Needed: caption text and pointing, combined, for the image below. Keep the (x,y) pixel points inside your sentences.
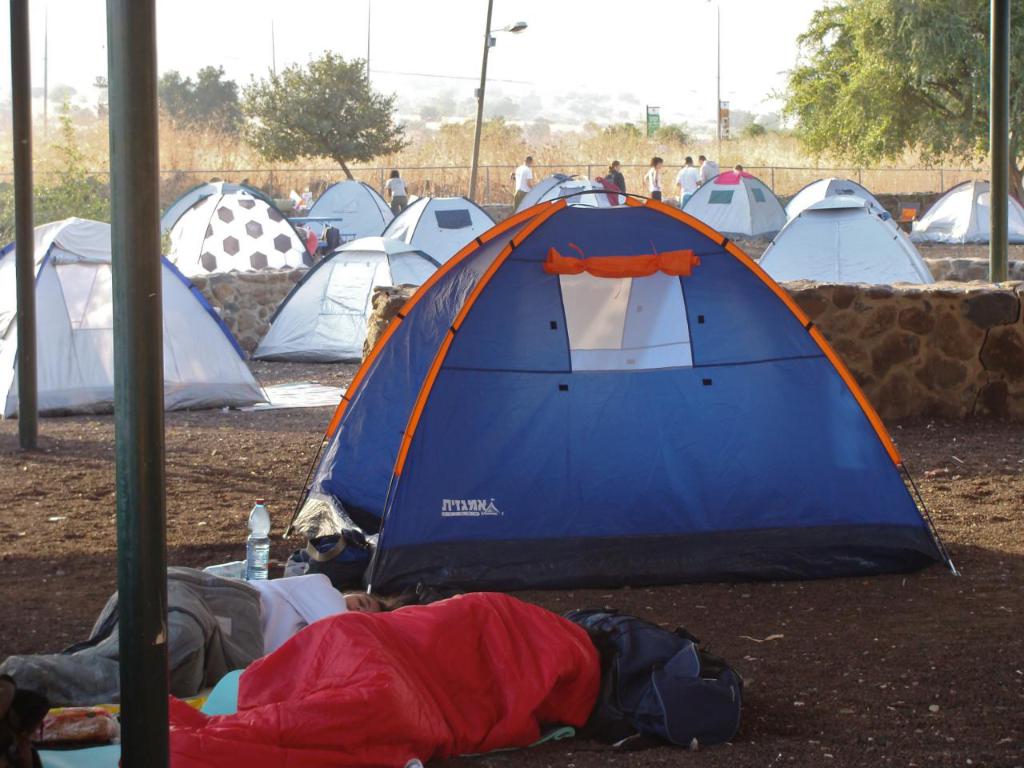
This image is taken outdoors. At the top of the image (408,24) there is the sky (512,50). In the background (208,143) there are a few trees (841,75) and plants (925,171). There are two boards (654,113). There are a few poles (480,143). There is a fence (491,179). In the middle of the image (611,471) there are many tents (484,360). A few people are standing on the ground (933,442) and there is a wall (861,298). There are a few iron bars (150,134). Two people (219,615) are sleeping on the ground (97,587). There are a few objects (689,705).
